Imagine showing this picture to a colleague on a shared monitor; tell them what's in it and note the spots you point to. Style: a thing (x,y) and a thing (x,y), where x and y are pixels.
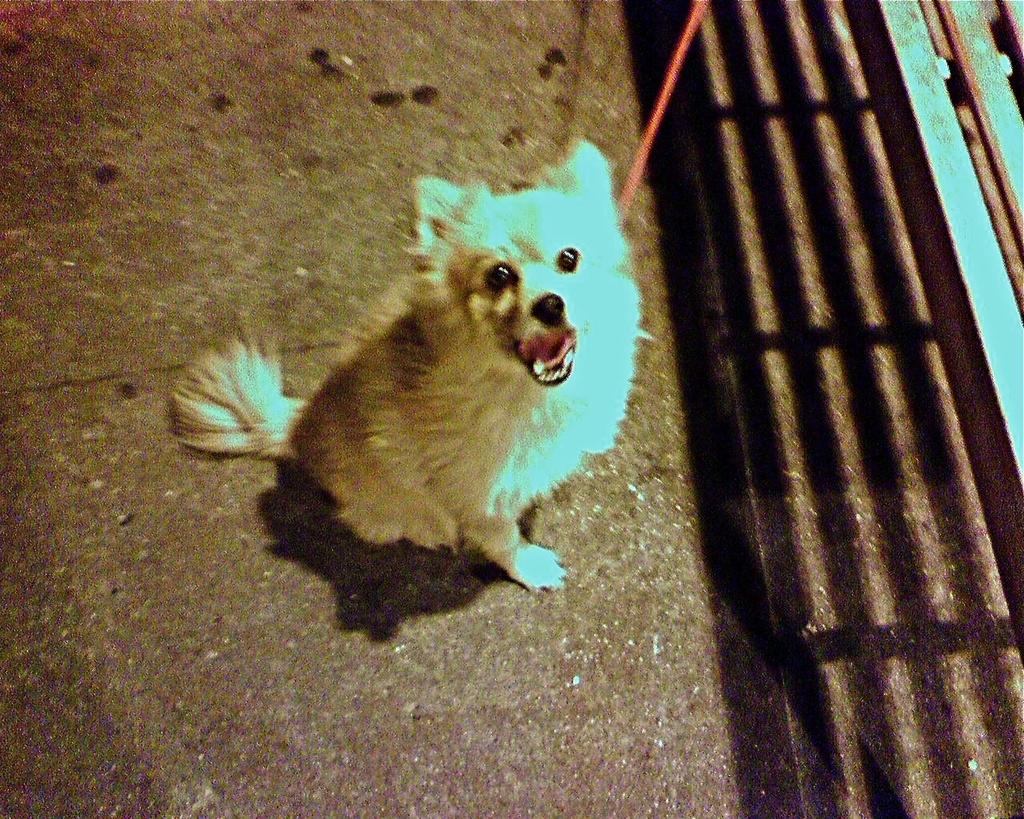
In this image there is a dog (445,223) on a road (619,448), on the right side (986,316) there is a bench (986,311).
